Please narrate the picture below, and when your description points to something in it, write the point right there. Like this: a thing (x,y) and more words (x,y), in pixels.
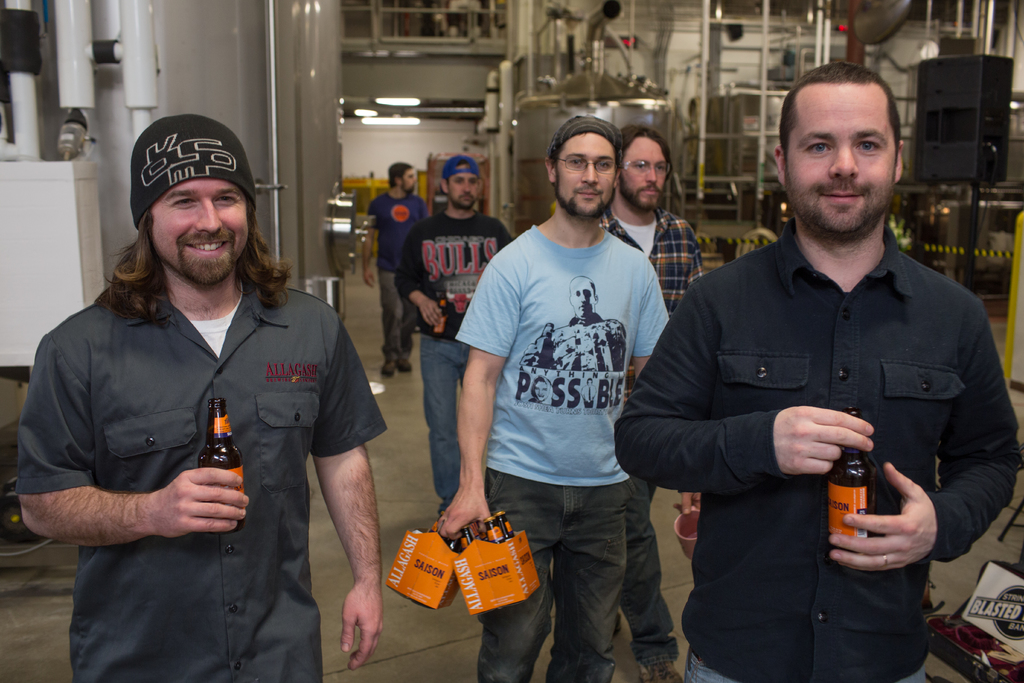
here in this picture we can see the multiple persons (611,247) holding bottles (211,460) in their hands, here we can also the machines (545,98) behind them.
